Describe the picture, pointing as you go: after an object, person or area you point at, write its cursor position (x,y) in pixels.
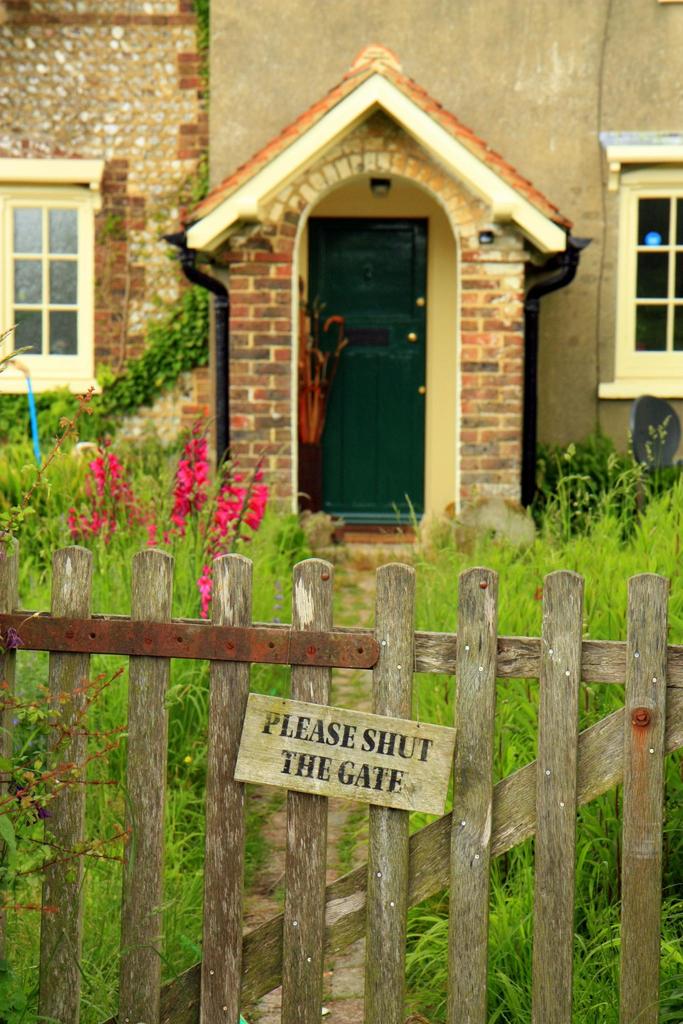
In the foreground (452,565) I can see a fence (440,836), grass (454,605), flowering plants (198,513) and creepers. In the background (229,440) I can see a building (371,36) and windows (79,309). This image is taken during a day.
